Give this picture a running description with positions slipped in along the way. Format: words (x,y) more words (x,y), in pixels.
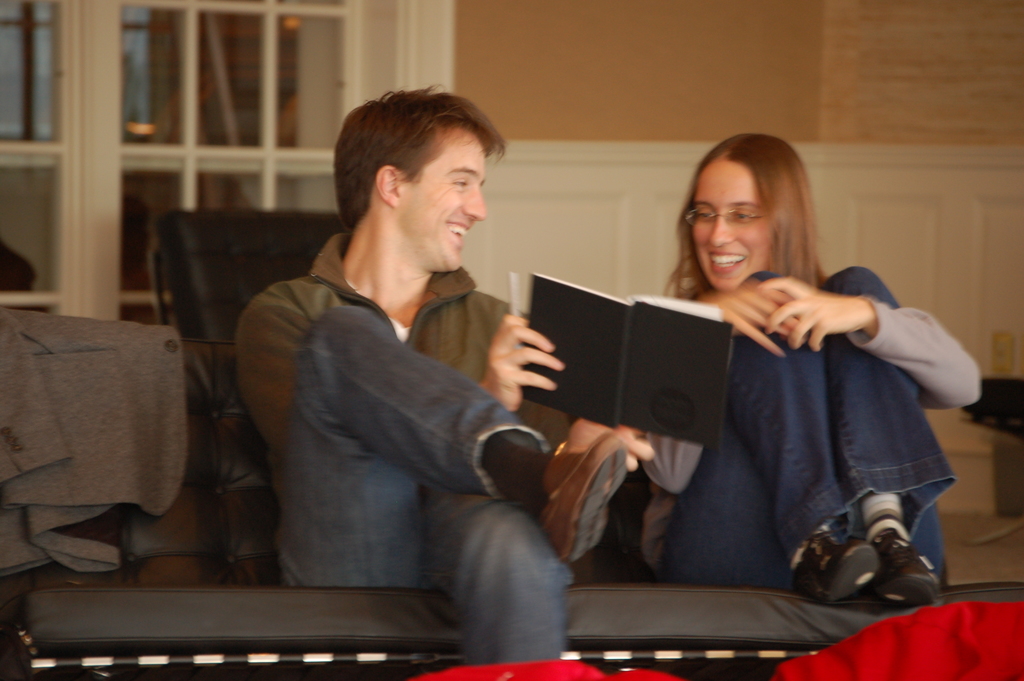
In this picture we can see a man (343,487), woman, man (401,511) is holding a book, they are sitting.
